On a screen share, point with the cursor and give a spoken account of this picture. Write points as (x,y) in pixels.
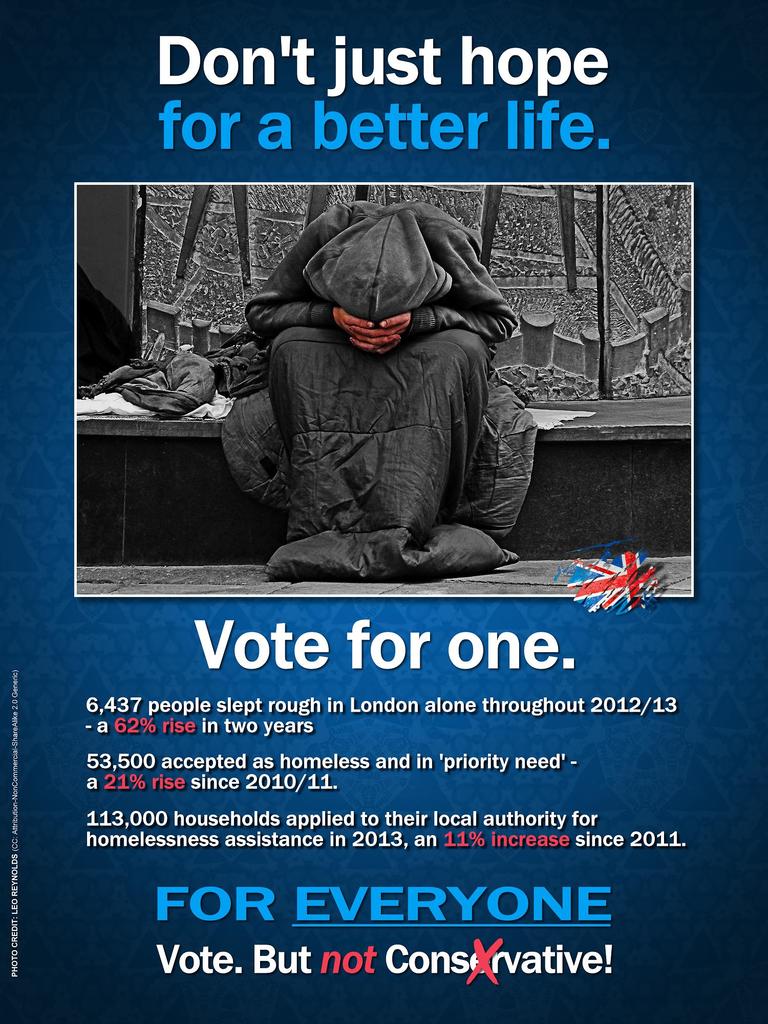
This is a poster (517,967). In this picture we can see some text (164,843), numbers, a person (321,508) and a few things (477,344).
